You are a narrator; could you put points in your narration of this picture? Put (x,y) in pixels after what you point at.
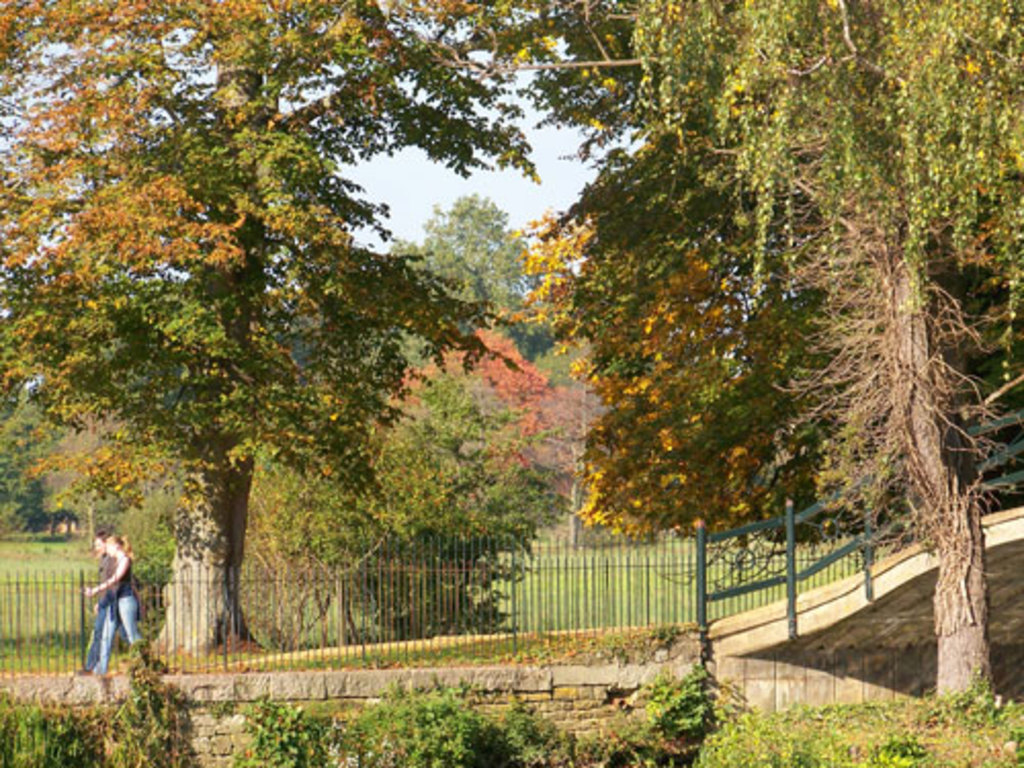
This image consists of a park (208,627) with a lot of trees (873,197) and plants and fencing (162,612) all around where two people (103,603) are walking.
